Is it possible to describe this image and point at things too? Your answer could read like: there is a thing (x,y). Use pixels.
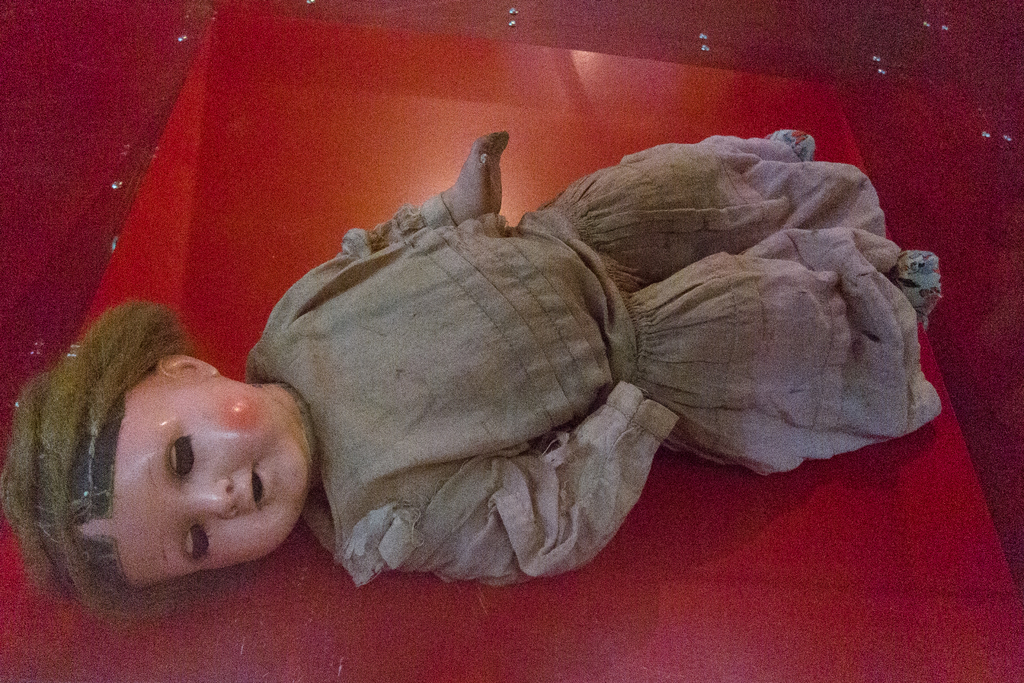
In this picture we can see the doll (144,543) placed on a red surface (669,499). Remaining portion of the picture is in red color.
